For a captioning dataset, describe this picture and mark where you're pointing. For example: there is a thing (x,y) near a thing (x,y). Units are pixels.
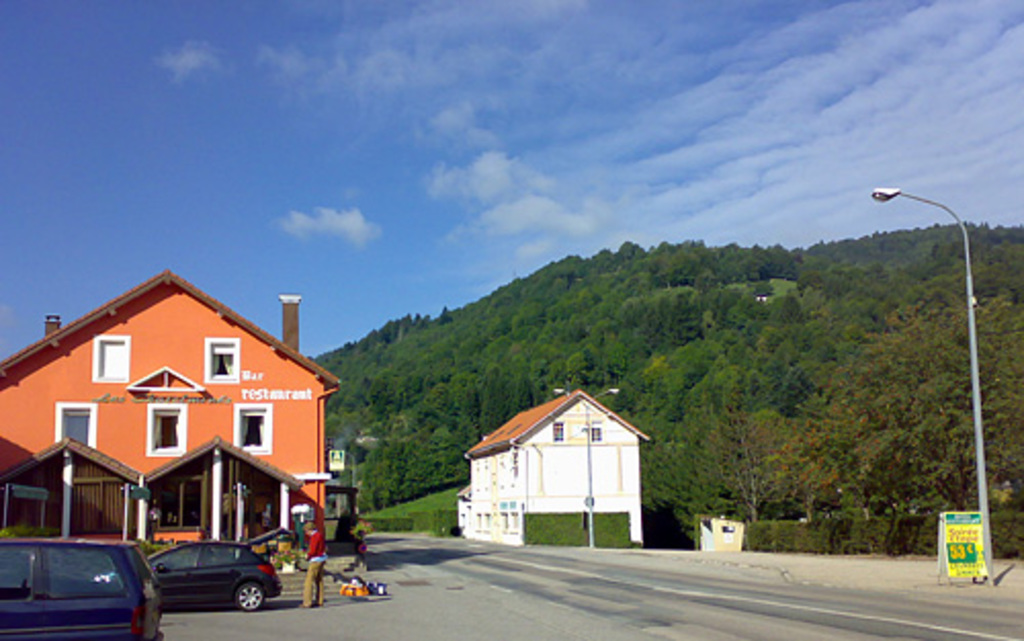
In this picture we can see the road (489,543), buildings (2,476) with windows (256,421), street light poles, boards (978,548), trees (453,437), cars (163,552), mountains (544,298), pillars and some objects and a man (319,551) standing and in the background (348,115) we can see the sky (587,49) with clouds (738,64).
